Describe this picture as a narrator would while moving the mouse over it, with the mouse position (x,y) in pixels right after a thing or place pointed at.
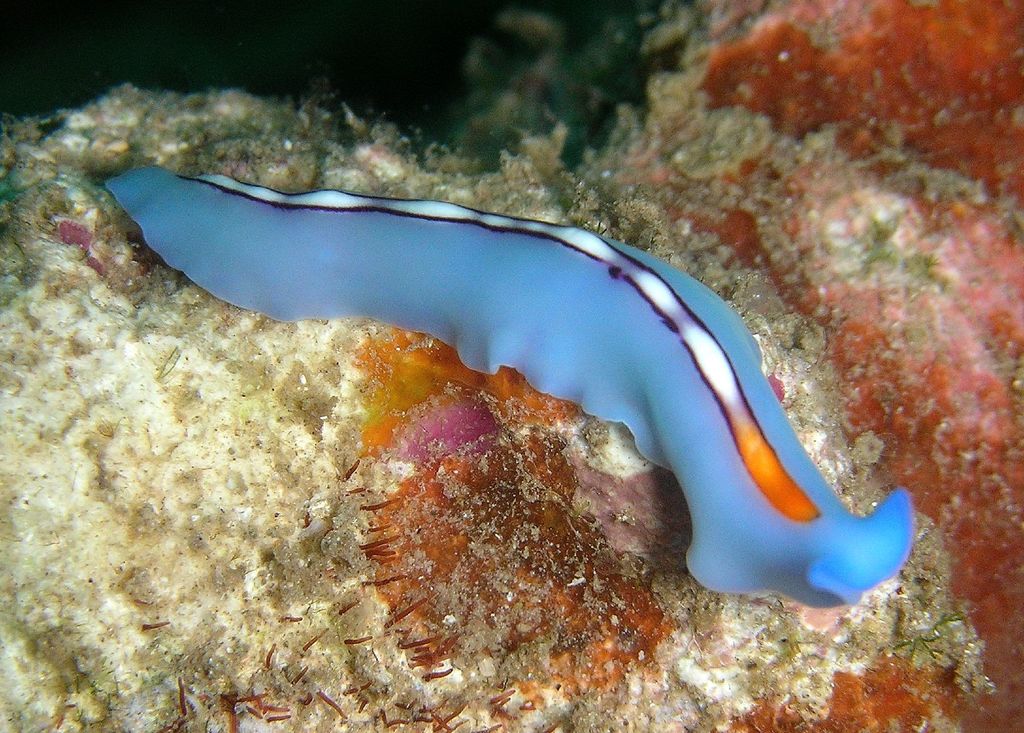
In this image there is a blue aquatic animal (647,361). There are aquatic plants (872,247) in the image.
